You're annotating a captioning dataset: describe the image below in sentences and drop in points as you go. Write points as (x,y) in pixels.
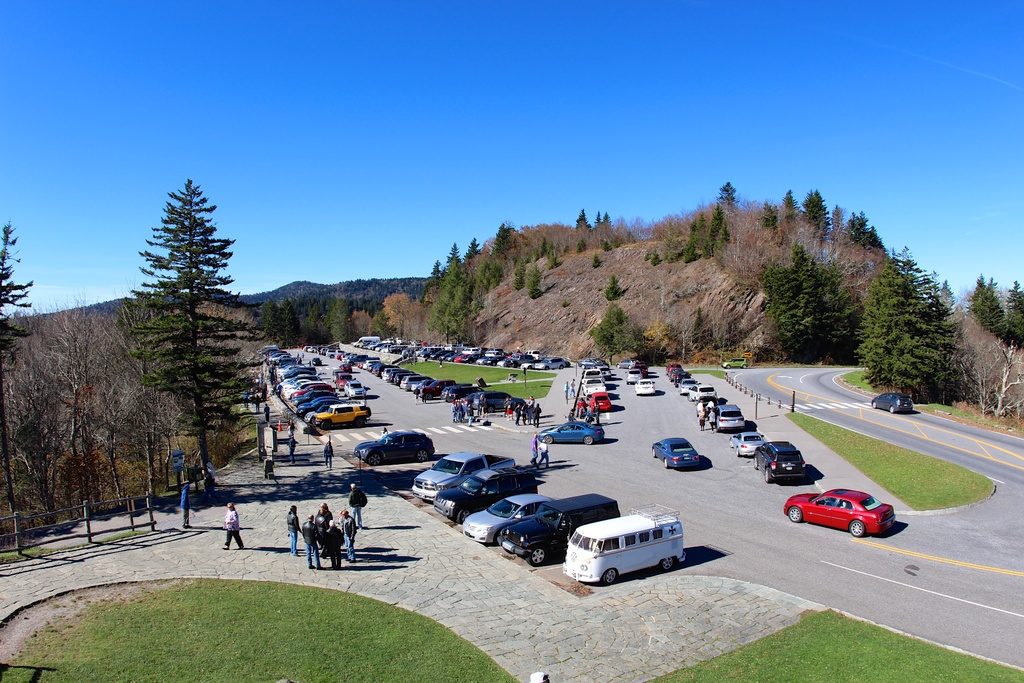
In this image there are vehicles (529,519) on a road (816,532) and there are people (289,529) standing, in the background (135,445) there are trees (461,318), mountains (547,300) and the sky (557,132).
